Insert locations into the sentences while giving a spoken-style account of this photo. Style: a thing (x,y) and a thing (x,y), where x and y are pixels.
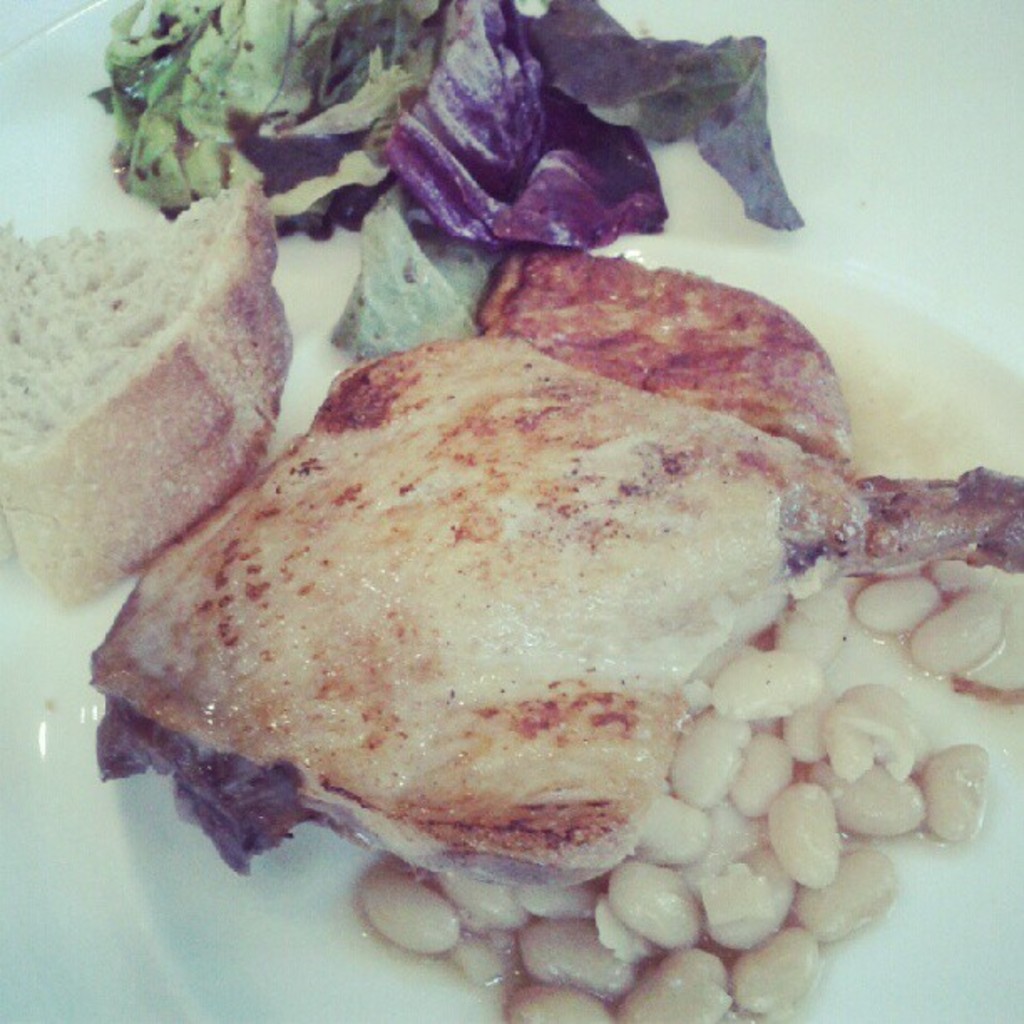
In this image we can see a food item (435,422) on the plate (166,906).
